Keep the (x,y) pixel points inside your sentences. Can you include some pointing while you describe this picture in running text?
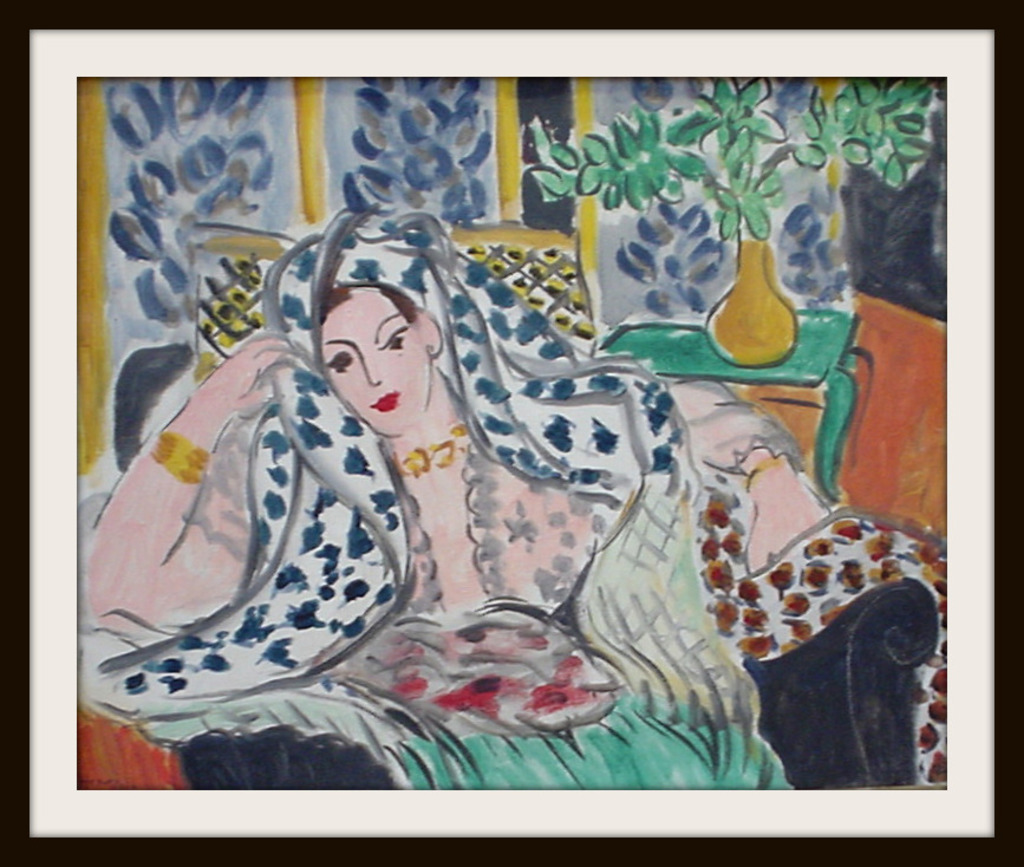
In this image we can see the painting (576,305) of a person (408,479) with the frame (758,73).
